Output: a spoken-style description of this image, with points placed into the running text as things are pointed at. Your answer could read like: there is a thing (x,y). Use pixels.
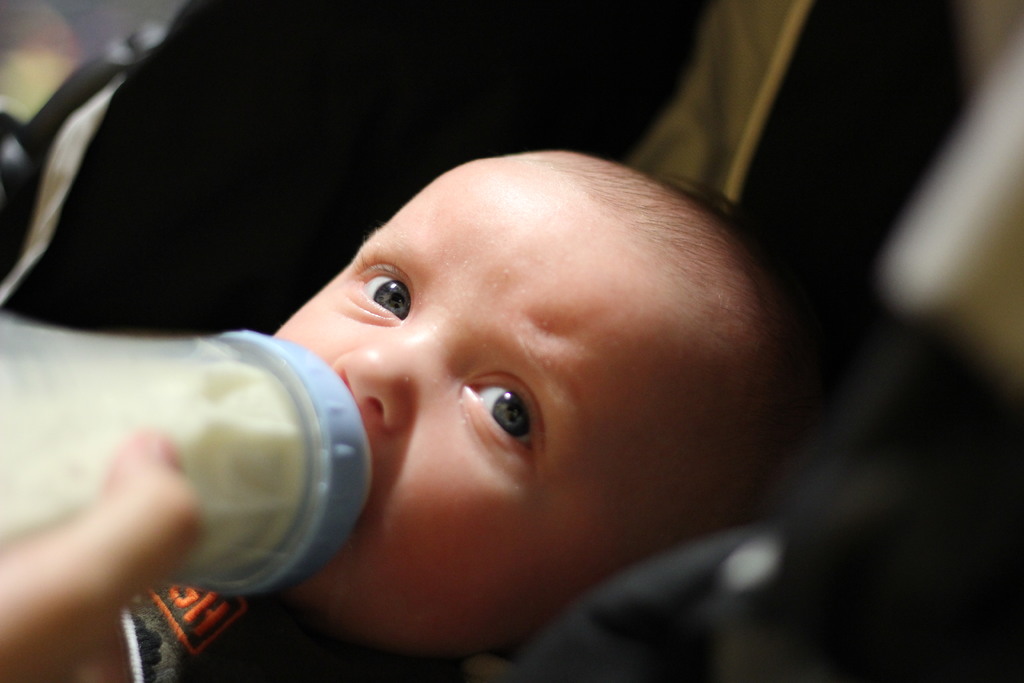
In this picture we can see small baby (425,473) drinking milk (212,464) from the bottle (337,467) and looking to the camera. Behind there is a dark background.
